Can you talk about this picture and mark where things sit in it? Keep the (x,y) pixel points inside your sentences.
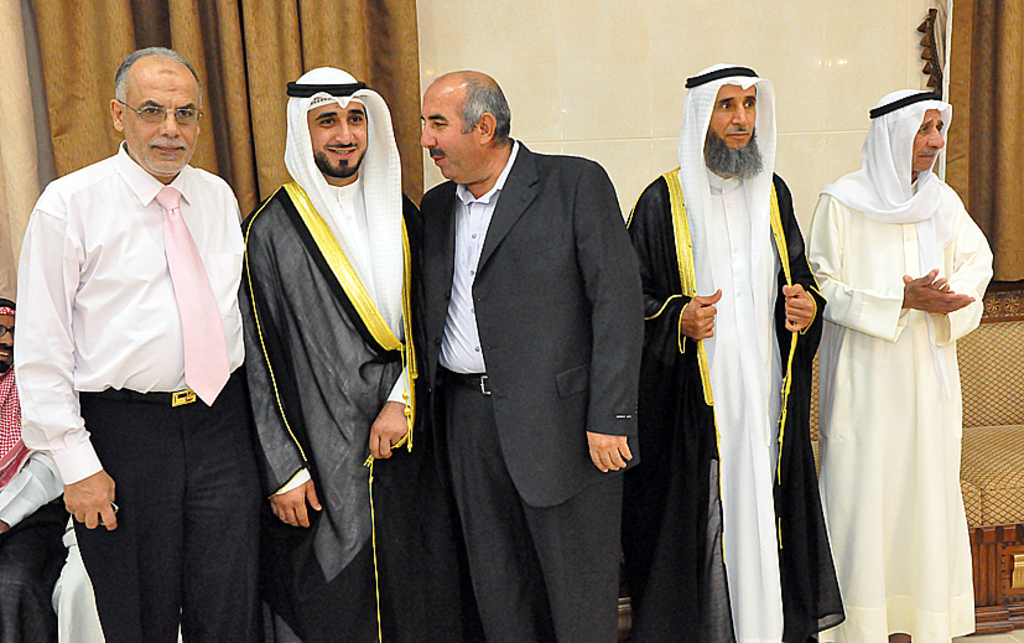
Front these people (302,395) are standing. One person (12,370) is sitting. Background (1001,321) there are curtains (959,59) and couch (997,381).
